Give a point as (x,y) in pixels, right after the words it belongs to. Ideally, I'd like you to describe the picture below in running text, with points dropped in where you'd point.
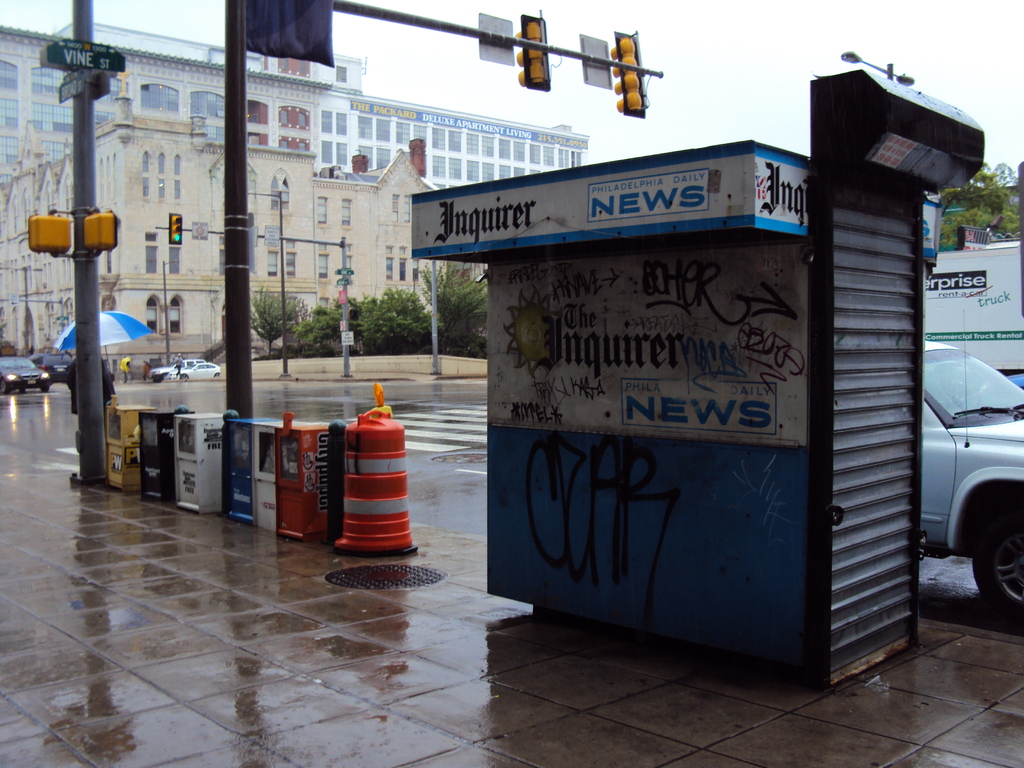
This is the picture of a city (537,521). In the foreground (259,545) there are poles (377,15) and there is a stall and manhole (362,586) on the footpath (307,600). At the back (1020,479) there are vehicles (937,408) on the road (451,395) and at the back (460,288) there are poles (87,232), trees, buildings (185,299). At the top (702,55) there is sky (646,52). At the bottom (450,517) there is a footpath (485,555).
